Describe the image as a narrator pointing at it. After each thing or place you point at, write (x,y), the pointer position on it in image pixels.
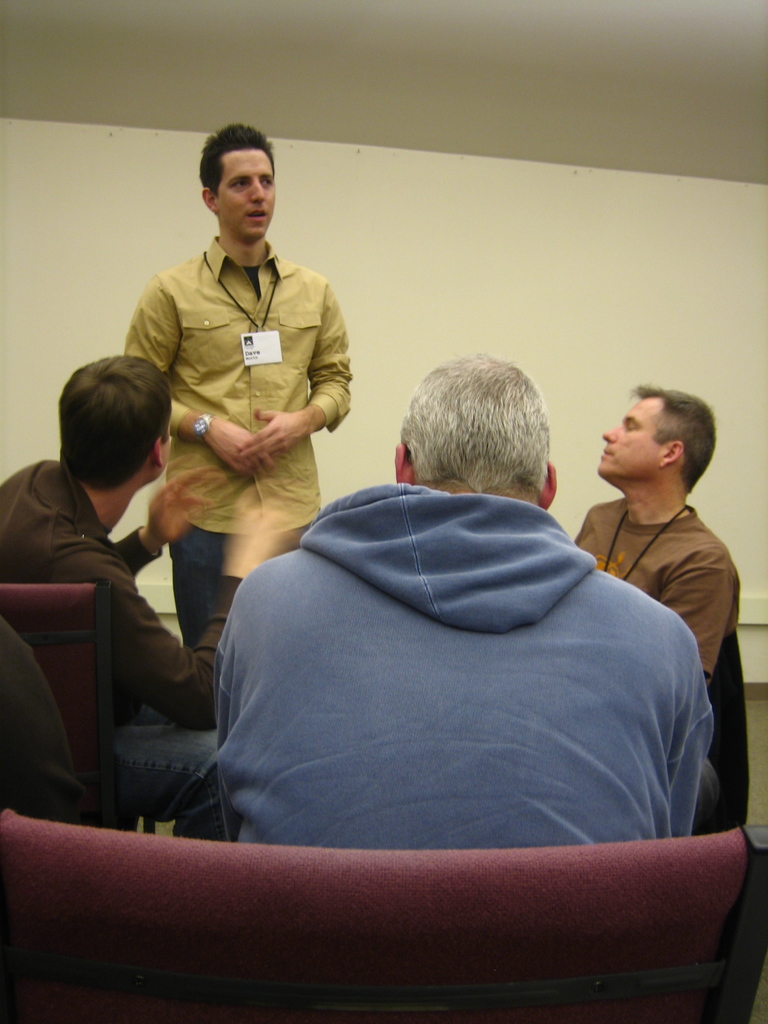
There are four members (308,549) in the room (368,508). Three of them were sitting and one guy (227,426) is standing and talking. In the background (438,259) there is a wall (434,263).
